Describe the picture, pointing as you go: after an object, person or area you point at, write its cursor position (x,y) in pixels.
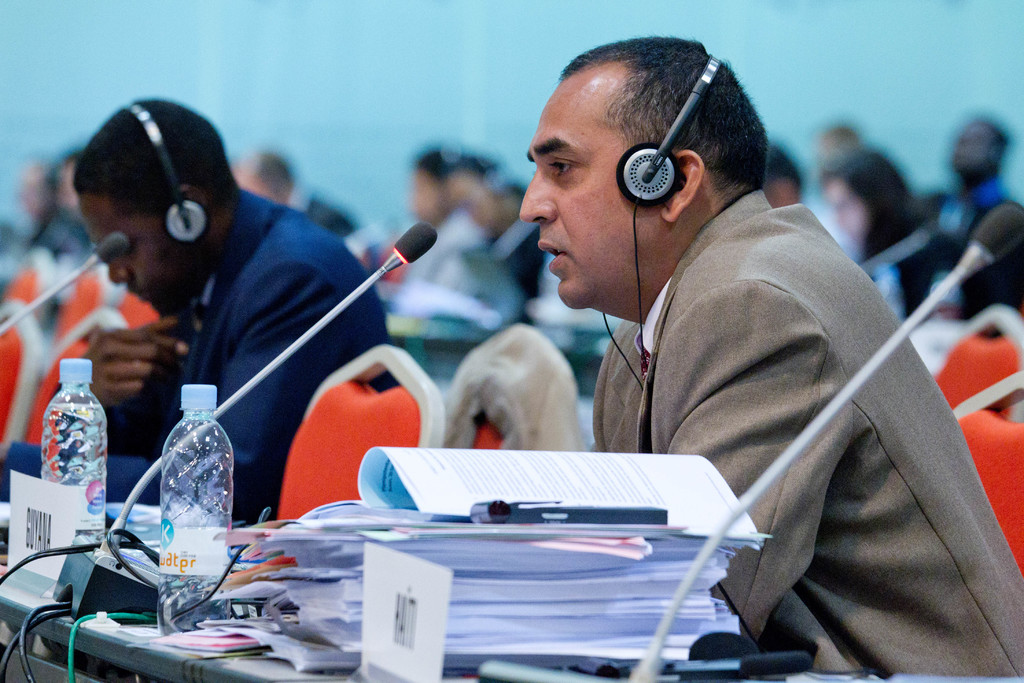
In this image we can see few people (724,397) sitting on the chairs (381,402) and wearing headphones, there are few books (528,609), mics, bottles (213,514) and few objects (65,566) on the table (105,626) and a blurry background (476,247).
